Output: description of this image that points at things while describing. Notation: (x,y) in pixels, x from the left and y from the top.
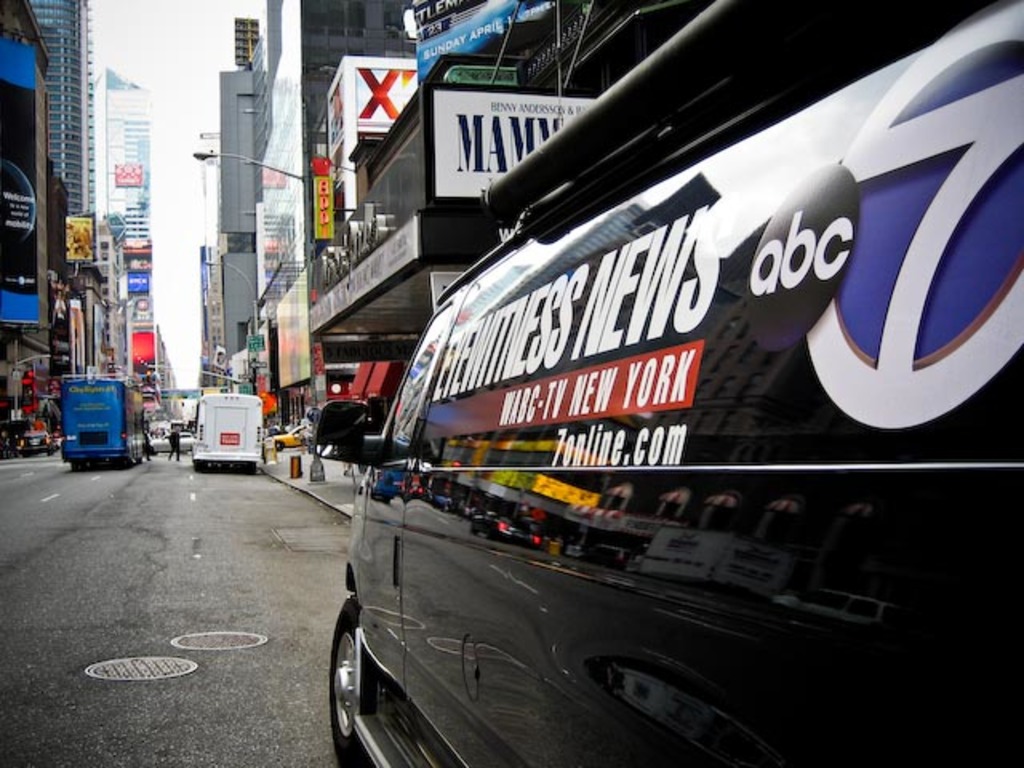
In the center of the image (379,279) we can see buildings (448,253), boards (365,107), electric lights (265,164), some vehicles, person's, wall (241,147). At the bottom of the image (153,648) we can see the road (213,654). At the top of the image (190,78) we can see the sky (173,94).
